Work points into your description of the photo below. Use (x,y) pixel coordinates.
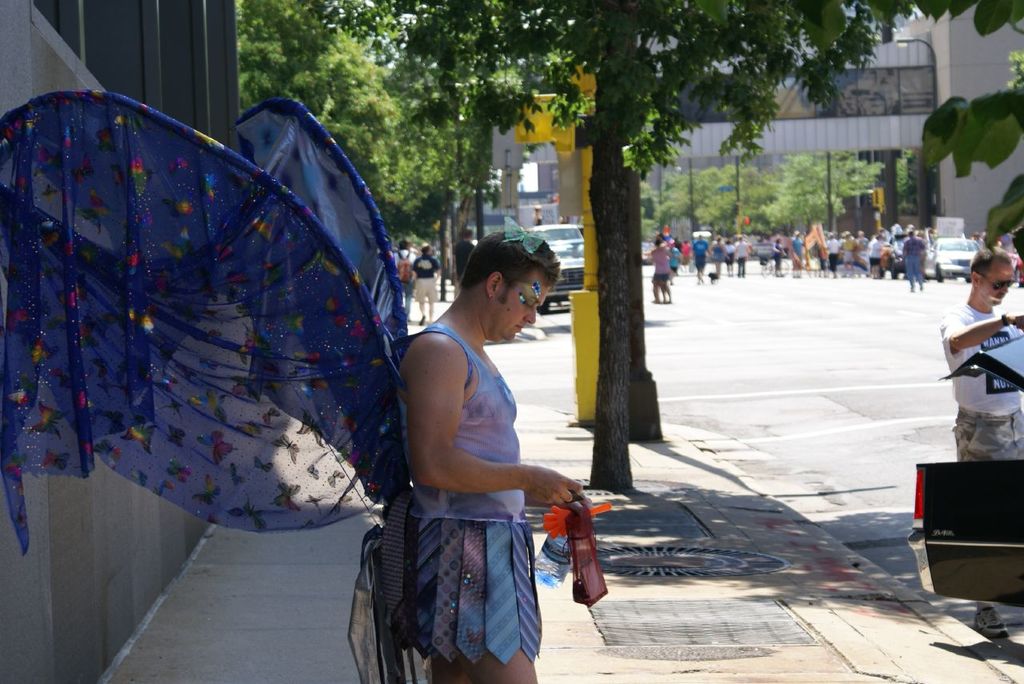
There are two persons (518,563) standing and this person (534,626) holding bottle (561,546) and objects (577,555), behind this person (580,499) we can see wall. On the background (599,247) we can see trees (447,37), persons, vehicles (571,246) on road (773,309) and wall (956,76).
